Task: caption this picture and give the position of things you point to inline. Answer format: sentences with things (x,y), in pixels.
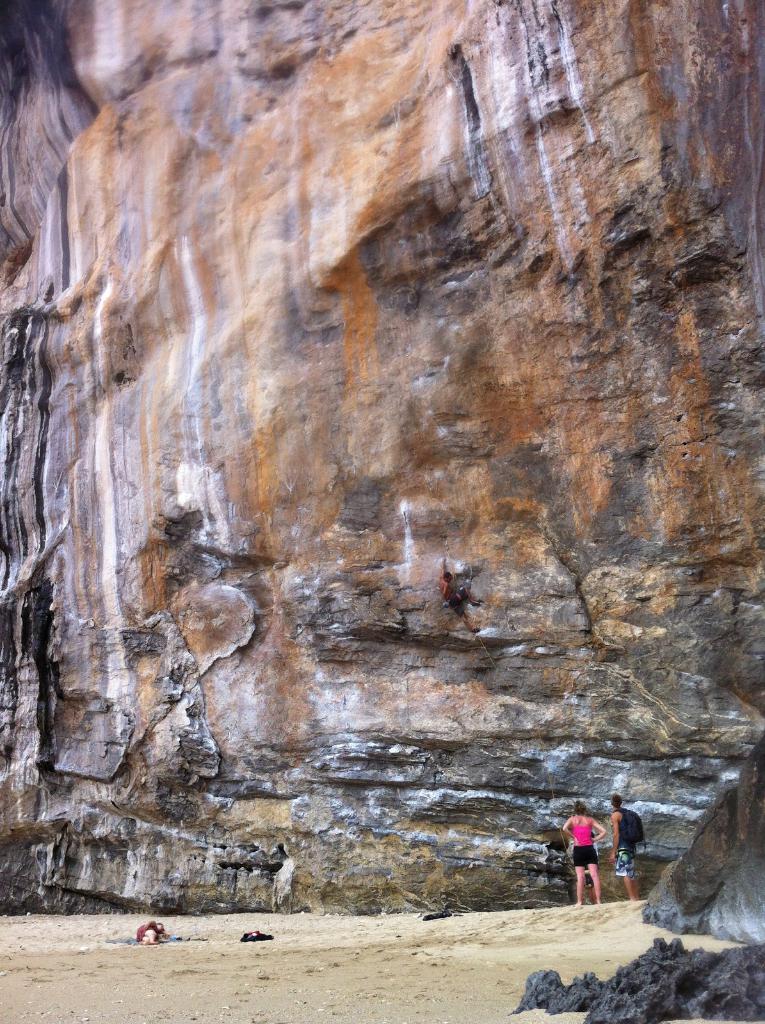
In this image I can see two persons (588,827) standing, the person (578,830) at left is wearing pink and black color dress (578,840). In the background (390,139) I can see the rock (265,538).
